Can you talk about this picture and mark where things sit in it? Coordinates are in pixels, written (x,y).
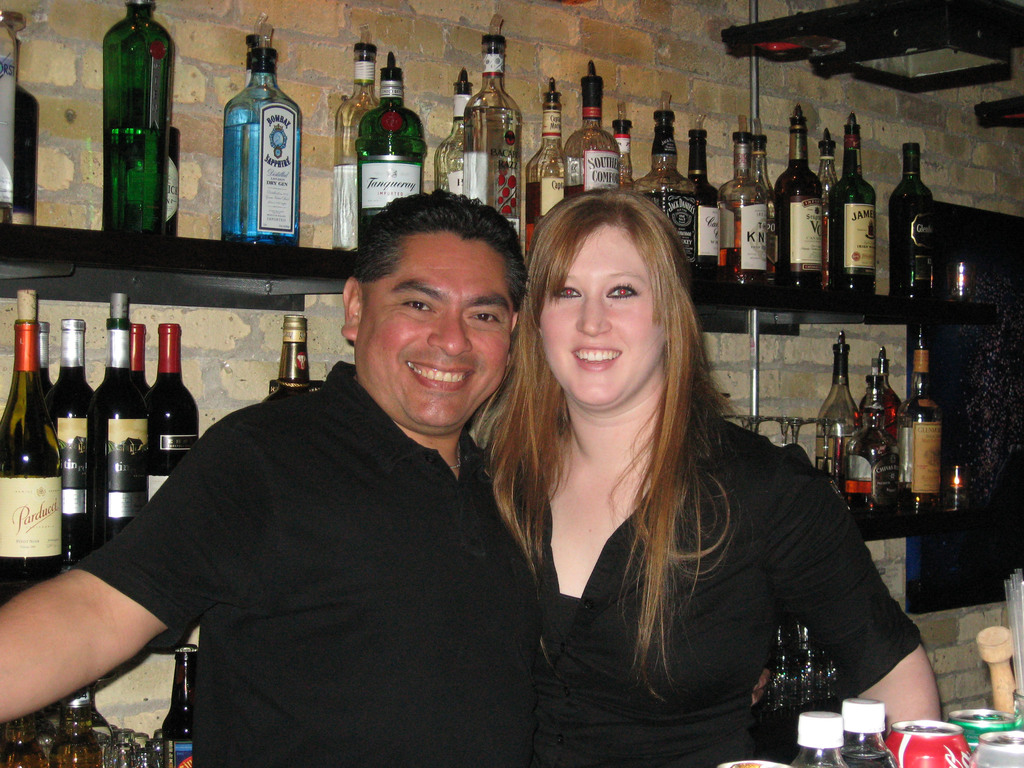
On the background (929,180) we can see wall (684,123) with bricks (684,123). We can see all the bottles (598,123) arranged in a sequence manner in racks (720,284). We can see a woman (620,351) and a man (375,508) wearing black t shirts (473,551), they are together side by side and they are carrying beautiful smile (419,377) on their faces (435,349). In Front (929,745) portion of the picture we can see bottles (812,763), tins (945,747).
